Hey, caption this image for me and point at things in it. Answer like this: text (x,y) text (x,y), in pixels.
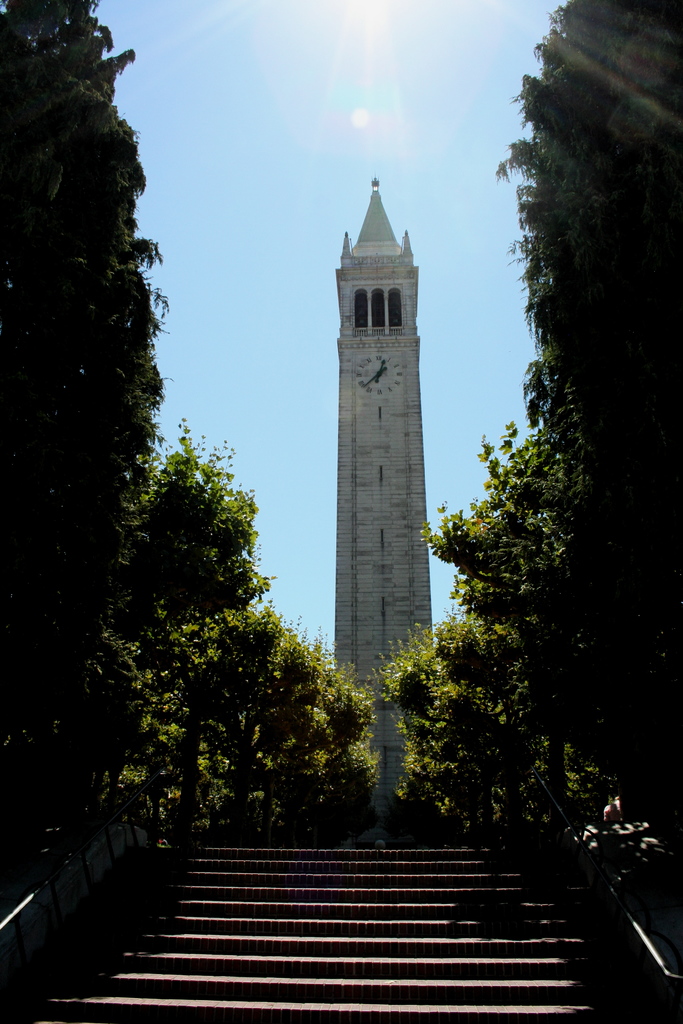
In this picture we can see few steps (391,876) and a tower (386,545), beside to the tower (377,551) we can find few trees (519,475), and also we can find a clock (386,392) on the tower (364,432).
